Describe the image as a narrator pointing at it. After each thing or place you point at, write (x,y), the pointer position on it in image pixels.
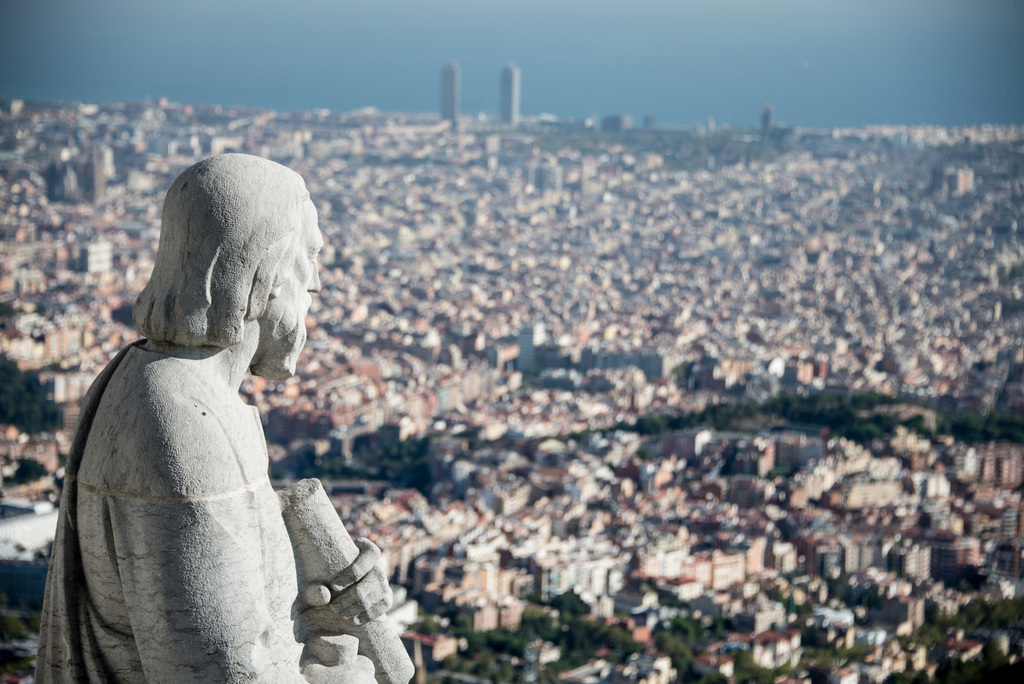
As we can see in the image there is a statue (147,458), trees (560,659) and buildings (759,208). On the top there is sky (301,53).
